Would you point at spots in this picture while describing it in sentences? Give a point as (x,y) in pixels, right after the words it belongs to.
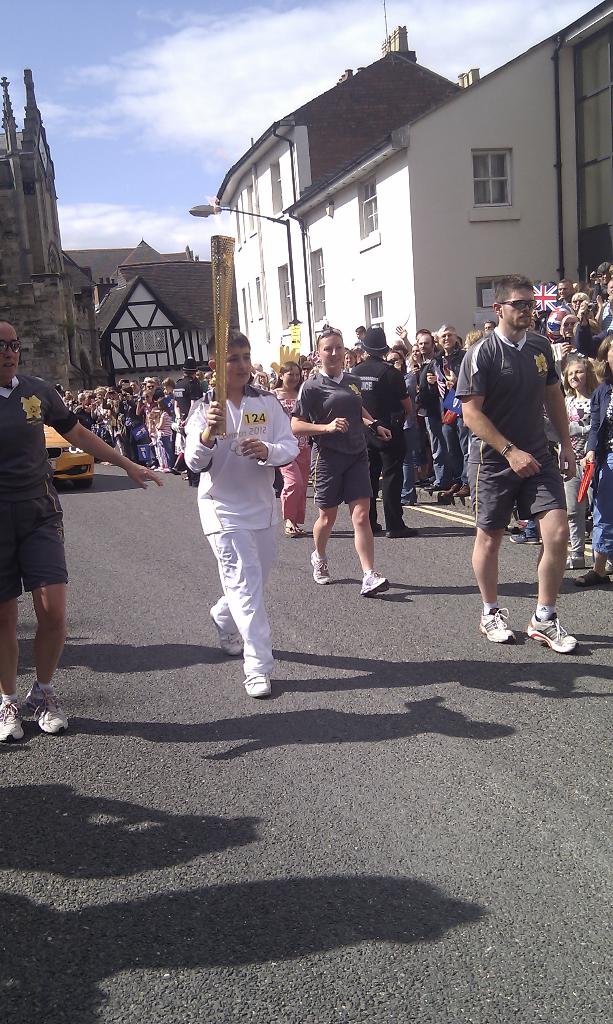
In this image there are people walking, one boy (252,508) is holding a lamp (221,378), in his hands (215,425), in the background (355,212) there are house (226,223), light pole (202,215) and the sky (179,69).
